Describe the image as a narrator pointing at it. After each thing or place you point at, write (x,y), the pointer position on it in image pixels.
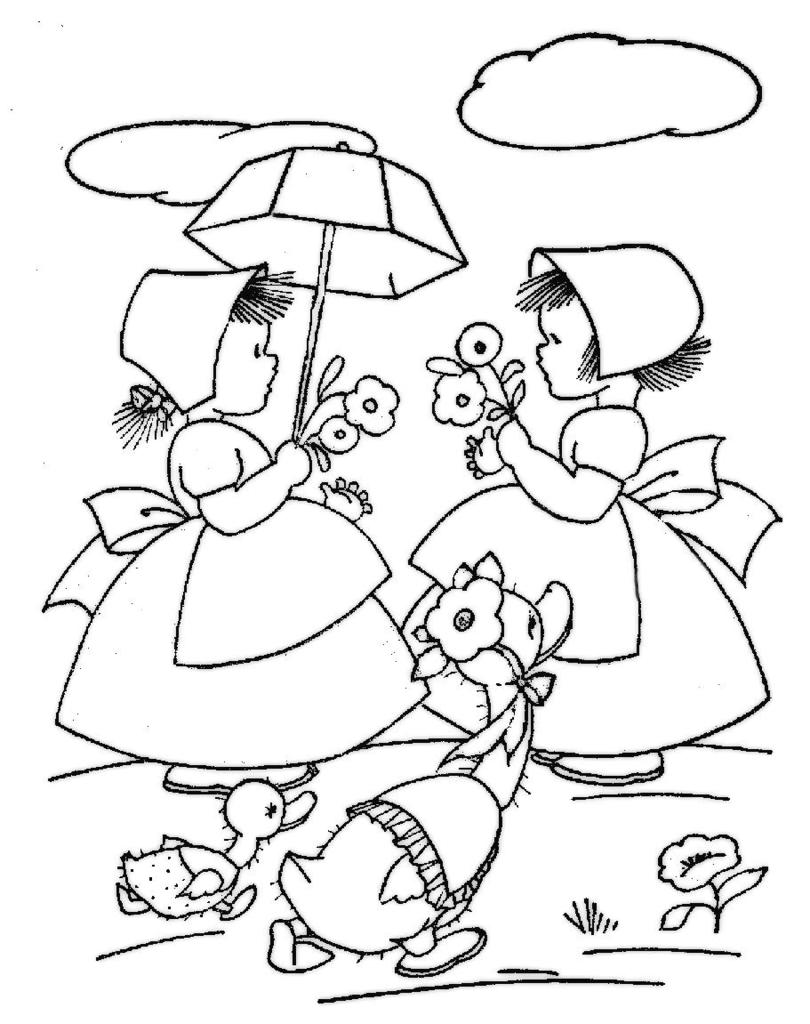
In this image, we can see an art (357,472) contains depiction of persons (308,586) and birds (172,905).
